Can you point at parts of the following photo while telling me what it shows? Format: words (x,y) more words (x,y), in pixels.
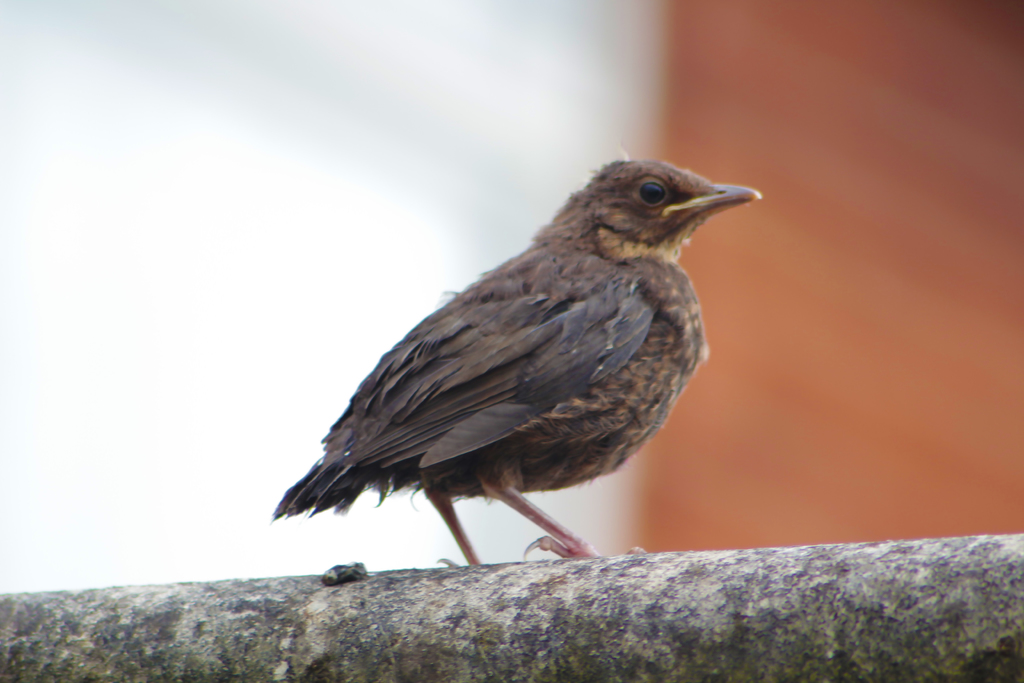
In the foreground of this picture (478,439), there is a bird (451,440) on the stone like structure (549,591) and the background (321,203) is blurred.
